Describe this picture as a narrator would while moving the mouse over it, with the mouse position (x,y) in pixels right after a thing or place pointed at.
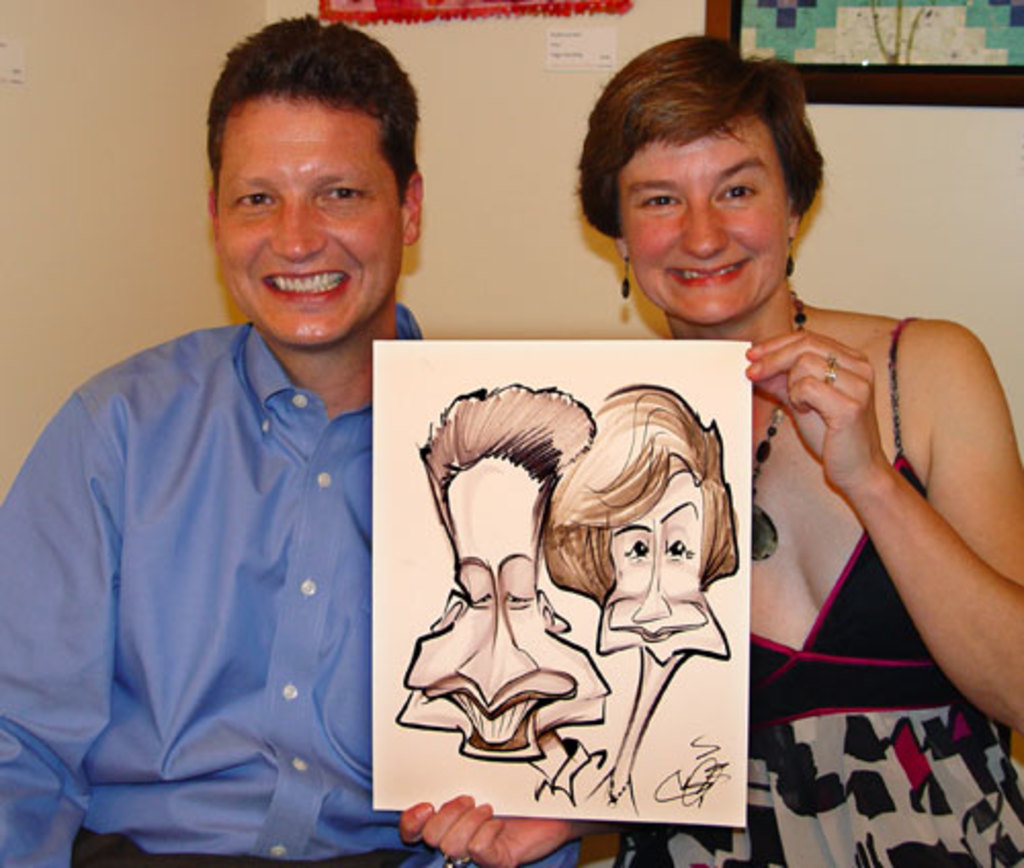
In the image there is a man (175,616) in blue shirt (229,622) standing beside a woman (823,340) in black dress (960,826) holding a painting (504,430) and behind them there is wall (449,50) with painting (864,50) on it.
